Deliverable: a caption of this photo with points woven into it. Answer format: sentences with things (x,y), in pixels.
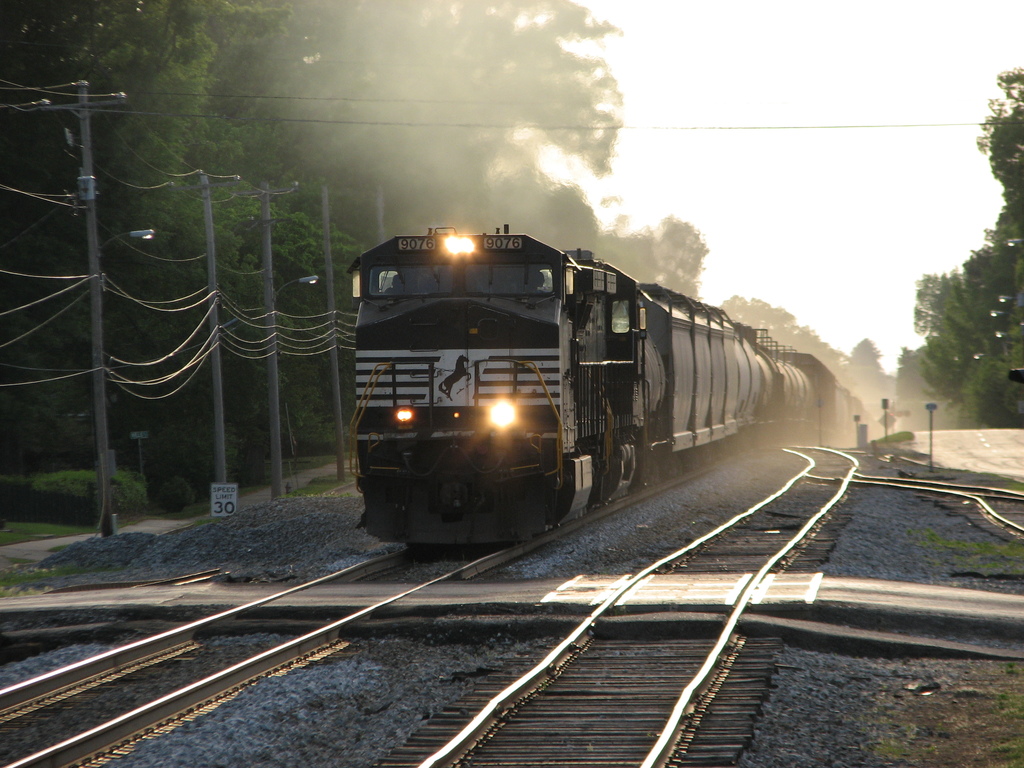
In this image I can see few railway tracks (48,765) and on it I can see a train (468,359). On the front side of the train (458,486) I can see three lights (453,248). On the both sides of the train (485,288) I can see number of trees (152,451), number of poles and on the left side (213,332) I can see few lights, number of wires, a white colour board (231,498) and on it I can see something is written.
